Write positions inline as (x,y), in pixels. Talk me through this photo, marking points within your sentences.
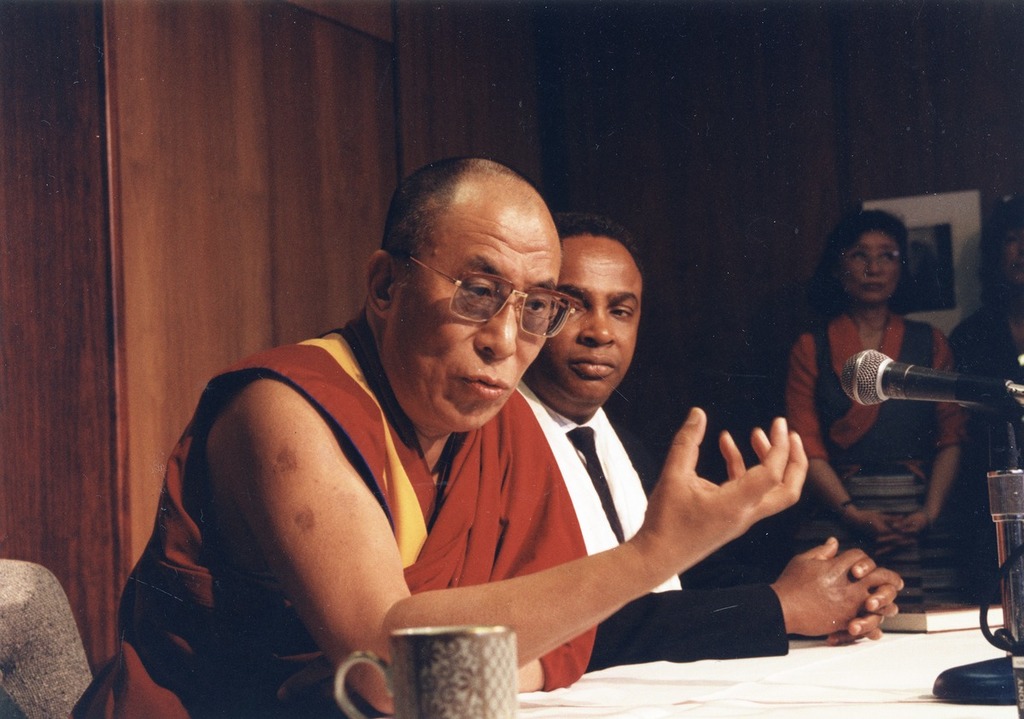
In this picture we can see two men (470,587) sitting on the chair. There is a cup (393,644), book (902,628) and a mic (986,390) on a white surface (790,648). We can see two women (1000,296) standing on the right side (878,297). There is a frame (966,273) on a wooden background (884,188).
